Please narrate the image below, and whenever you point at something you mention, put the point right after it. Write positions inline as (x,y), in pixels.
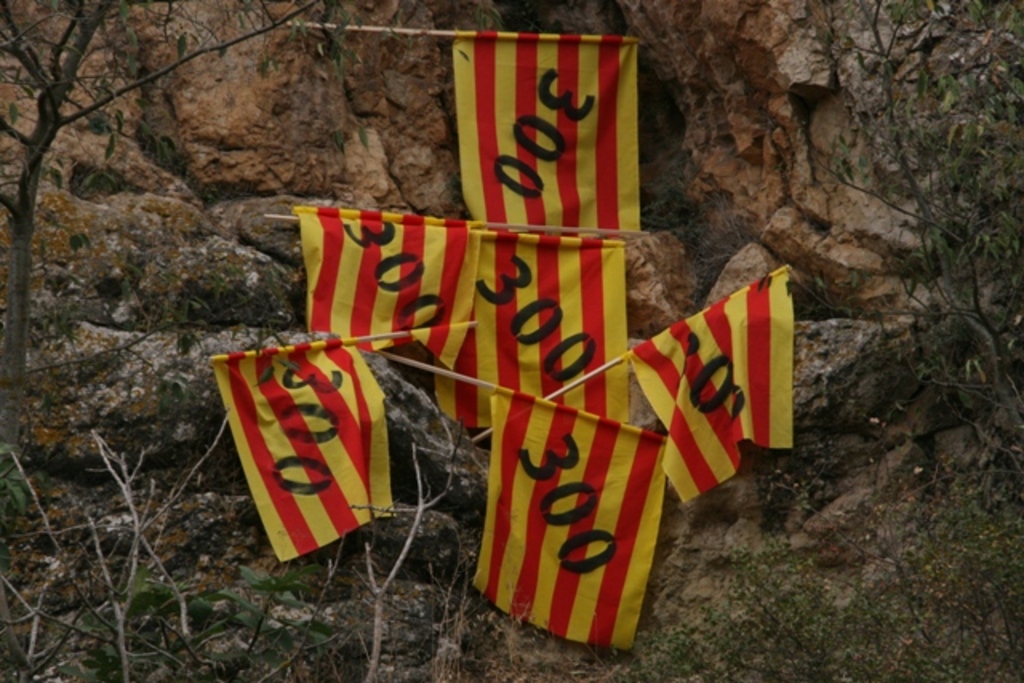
In this image, we can see flags (530,335) on the rock (217,137). There are branches (52,106) on the left (31,352) and on the right side of the image (989,382).
